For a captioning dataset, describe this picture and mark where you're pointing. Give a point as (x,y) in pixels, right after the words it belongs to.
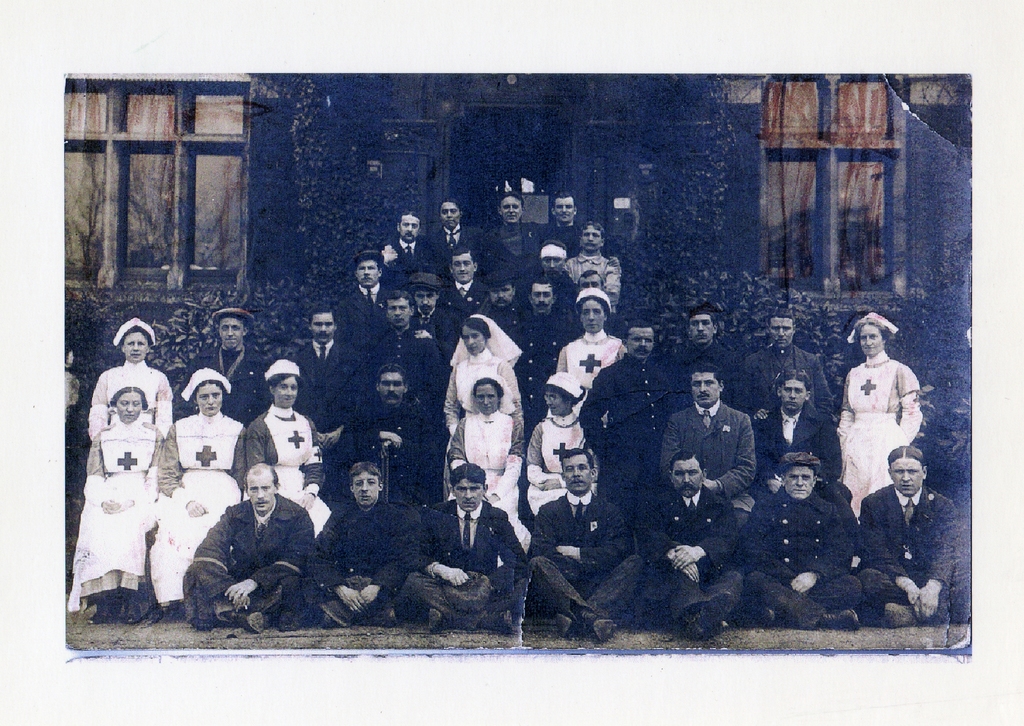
In the picture we can see an old photograph (928,190) with few men (332,374) and women (202,515) are sitting and standing, men (799,376) are in blazers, ties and shirts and women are in nurse uniforms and in the background (359,201) we can see the wall (748,224) with two windows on both the sides of the wall (926,225).
